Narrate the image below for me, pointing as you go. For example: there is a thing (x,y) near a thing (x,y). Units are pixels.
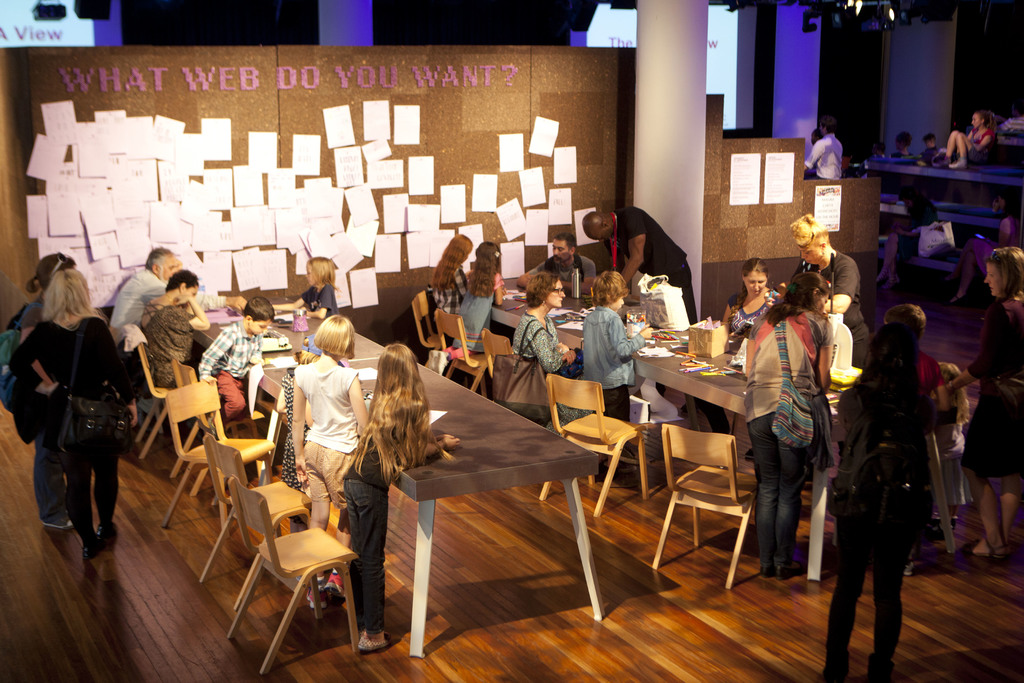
In this image I can see people (477,283) where few are sitting and few are standing. I can also see number of chairs (195,409), few tables (462,440) and in the background (189,263) I can see few papers (75,162).
